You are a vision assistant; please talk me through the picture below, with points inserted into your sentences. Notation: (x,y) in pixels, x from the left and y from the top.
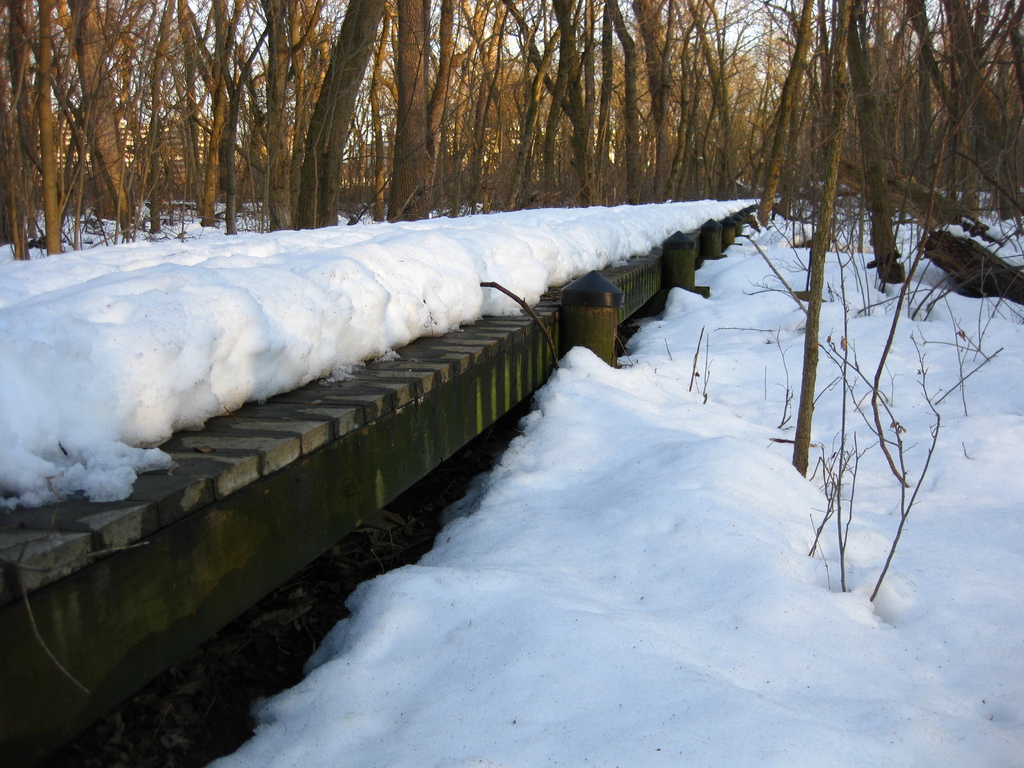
In this image, we can see a bridge (330,475) and there is snow (533,416). In the background (456,96), there are trees (470,53).
